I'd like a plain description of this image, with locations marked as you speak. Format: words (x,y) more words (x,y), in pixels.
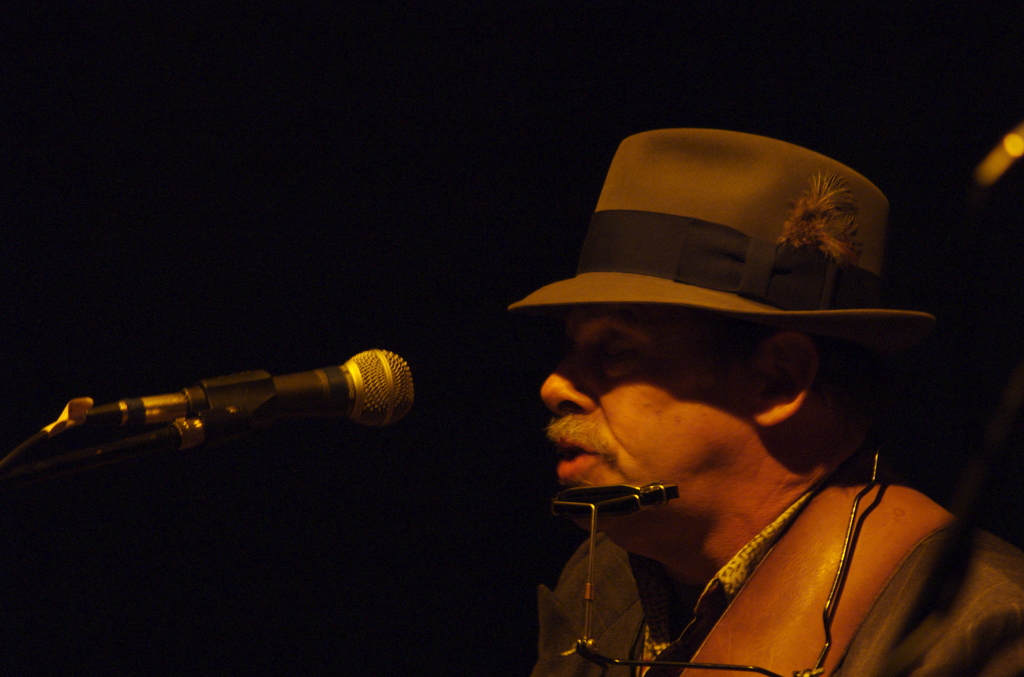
In this picture we can see a person (639,395) in front of the microphone (296,412).
